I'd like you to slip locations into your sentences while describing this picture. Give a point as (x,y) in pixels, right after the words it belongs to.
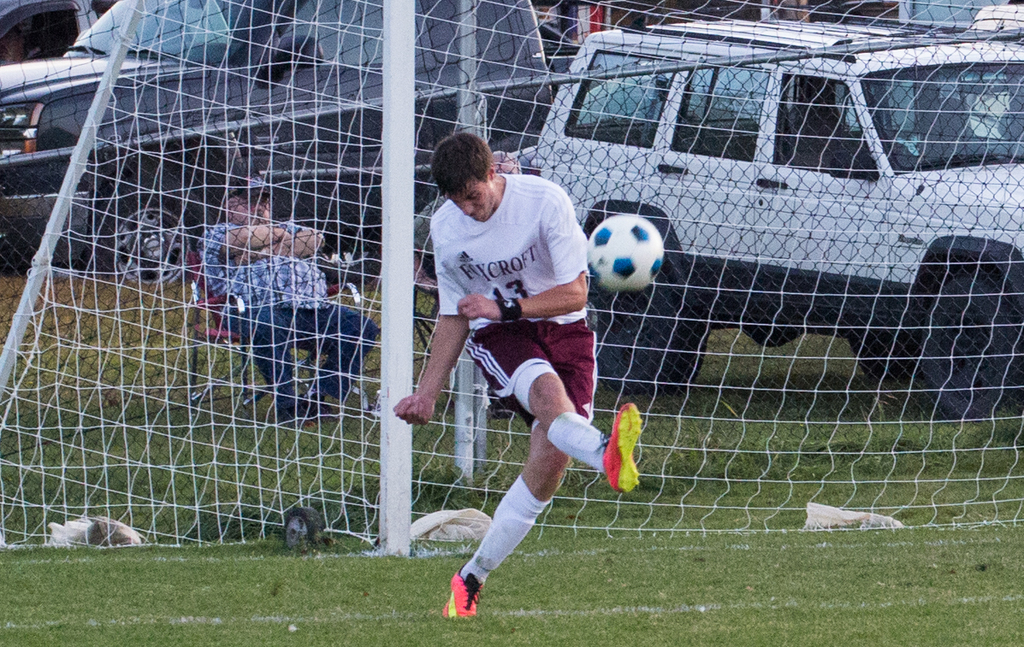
This picture is clicked outside. In the center (492,248) there is a person (490,243) wearing white color t-shirt (506,250) and seems to be running and we can see the ball (641,252) in the air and we can see the net (340,64), metal rods (390,90), group of vehicles (161,93) and a person (289,283) sitting on the chair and we can see the green grass (328,612).
